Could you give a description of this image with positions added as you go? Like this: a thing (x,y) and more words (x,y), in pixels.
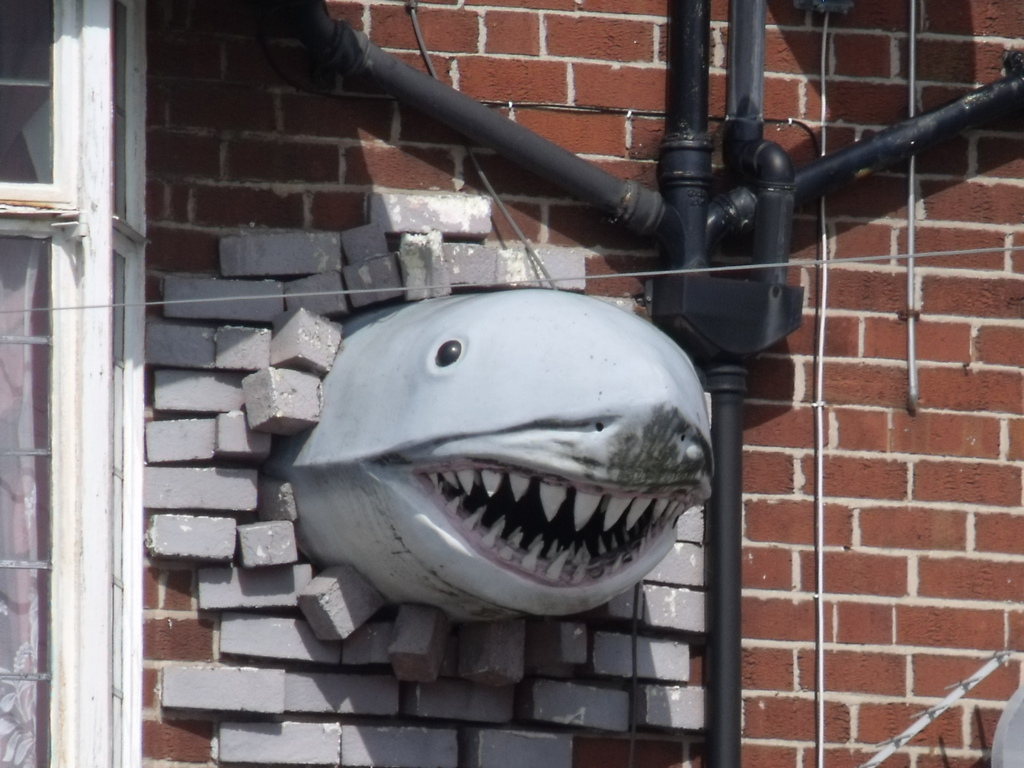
In the picture I can see the statue (600,394) of a water animal (600,363) in the middle of the image (600,403). I can see the pipelines (711,185) on the brick wall (859,223). I can see the glass windows (19,249) on the left side of the picture (17,589).
